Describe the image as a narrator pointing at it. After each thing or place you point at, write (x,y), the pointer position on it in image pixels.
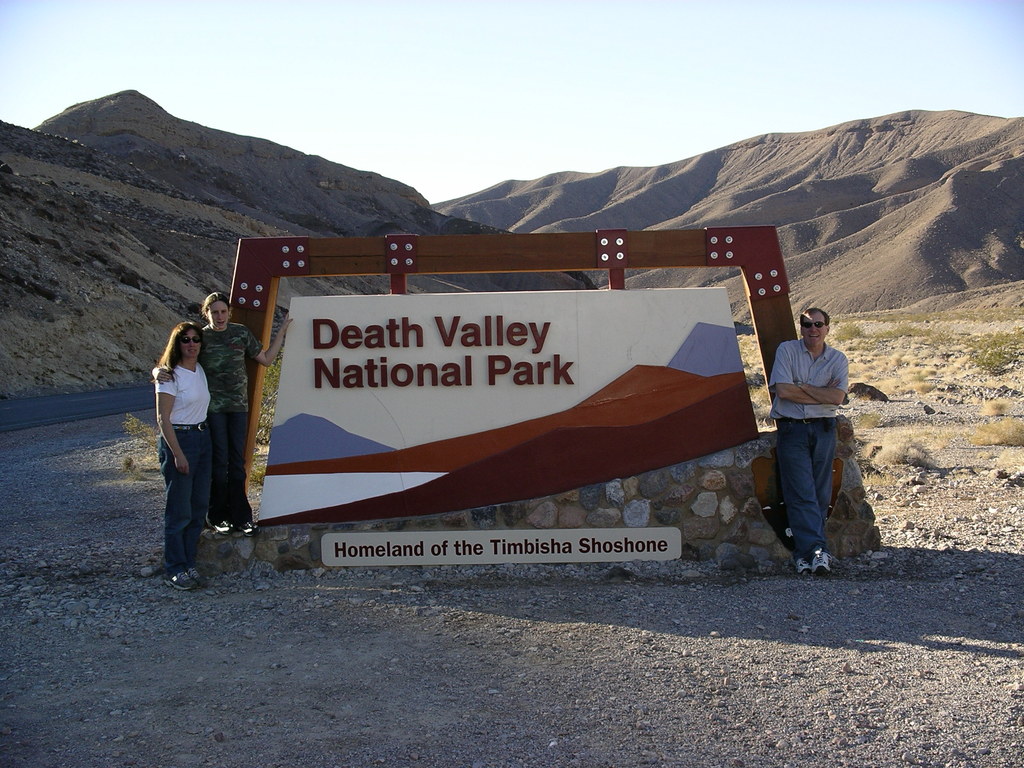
In this picture there are three persons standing and there is text (504,335) on the wall (529,334). At the bottom (109,701) there is ground (651,625) and there are stones (248,596) and there is a road (52,401). At the back (558,209) there are mountains (558,209). At the top (687,85) there is sky (712,95).
